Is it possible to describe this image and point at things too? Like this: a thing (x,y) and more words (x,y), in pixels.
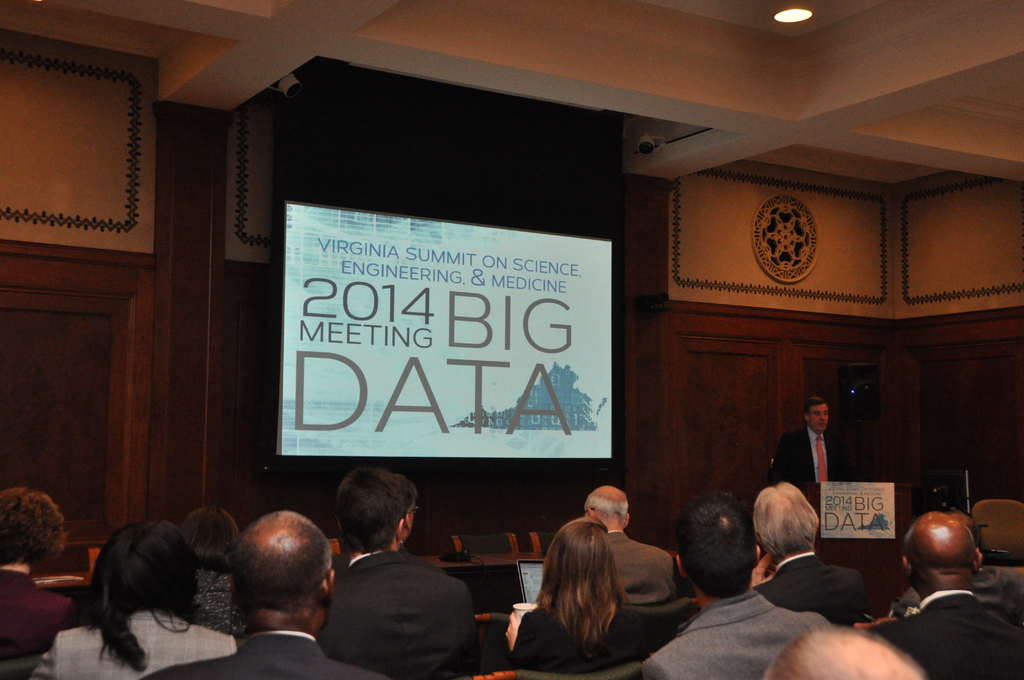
In this image we can see a group of people (968,645) sitting on the chairs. Here we can see a man (810,472) standing in front of the wooden podium (903,498). He is wearing a suit (834,468) and a tie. Here we can see the screen (575,419).
